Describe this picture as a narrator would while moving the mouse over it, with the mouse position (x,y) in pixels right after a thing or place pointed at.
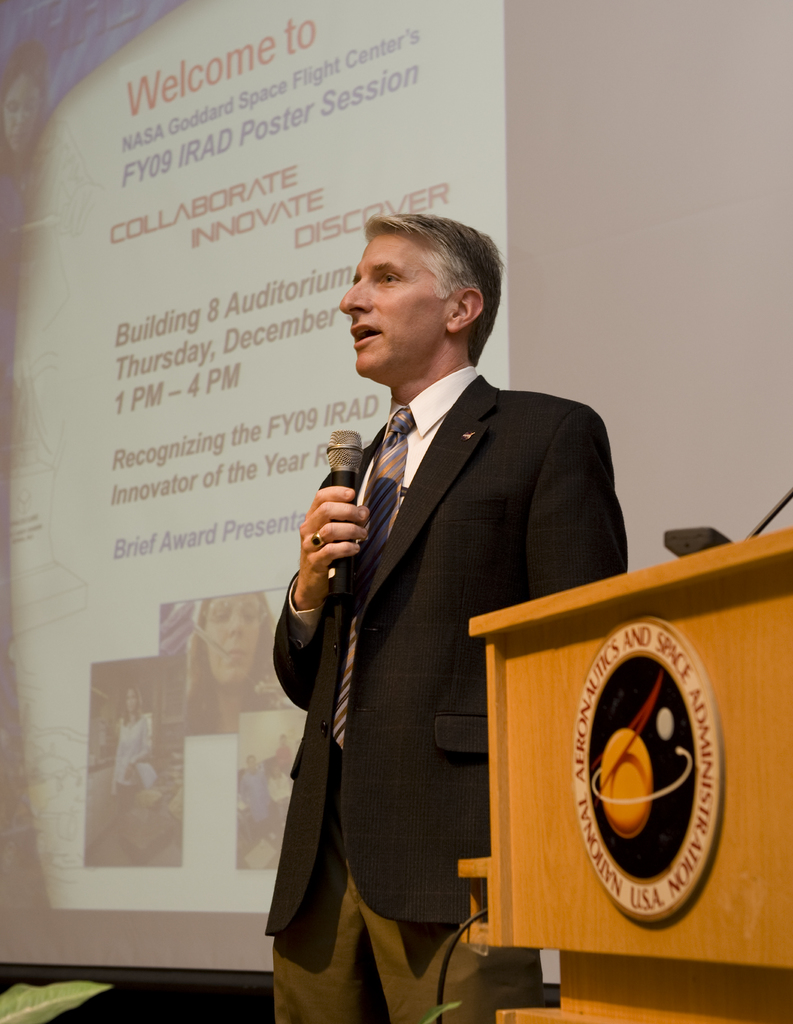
In this image i can see a man (469,412) and holding the microphone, in the bottom right corner (629,683) there is an object (749,674) and some written text (635,643) on it, in the background (418,73) there is a written text (382,81) on the board (382,81).
